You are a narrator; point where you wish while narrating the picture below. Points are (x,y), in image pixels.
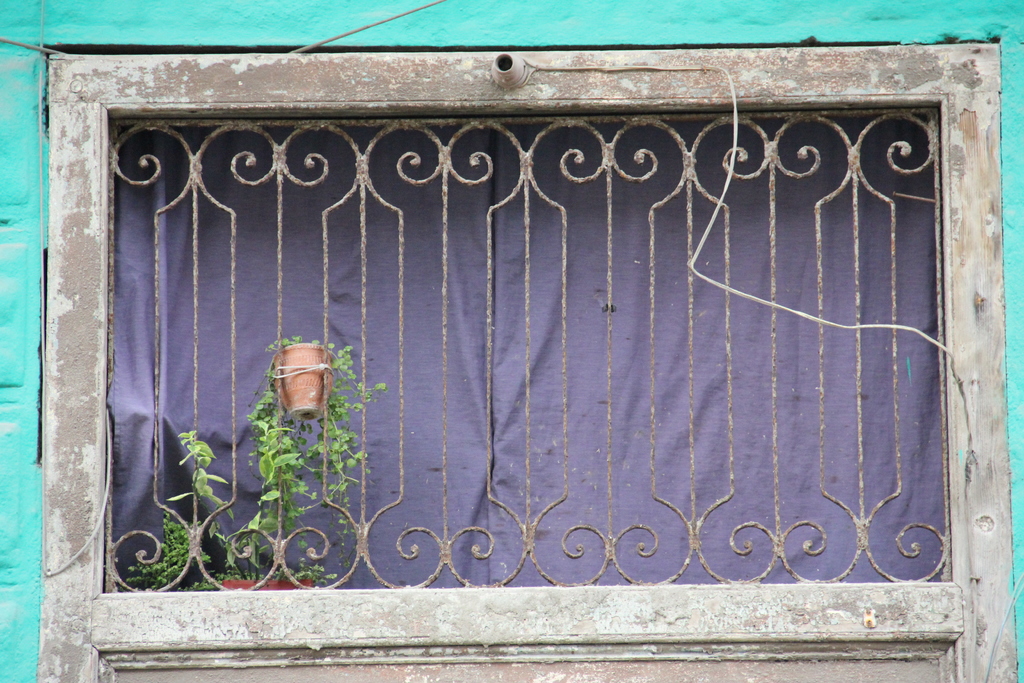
In this image we can see a grille (443,209), a potted plant (315,410) attached to the grille (823,421), there is a light holder (495,78) attached to the wood (973,131) and there is curtain (600,351) behind the grille (610,512).
